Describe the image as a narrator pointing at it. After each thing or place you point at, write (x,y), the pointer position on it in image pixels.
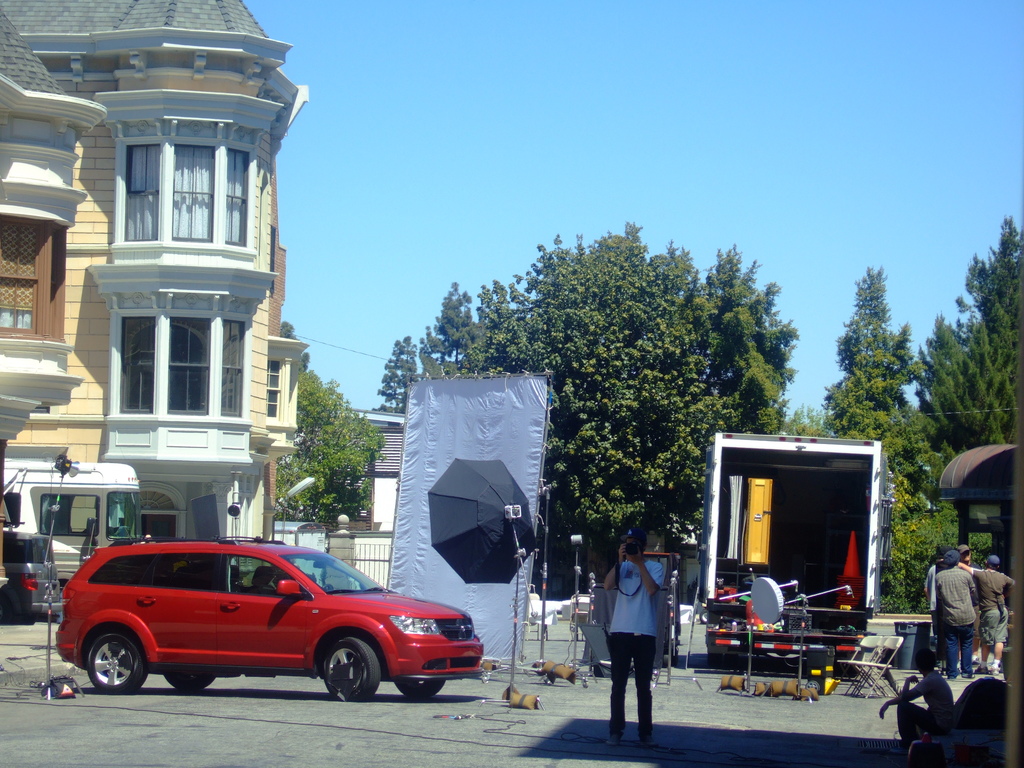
In the picture we can see a red color car (106,684) is on the road (439,721) and we can see this person (641,619) wearing white color T-shirt (630,612) is holding the camera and standing on the road (612,762). Here we can see an umbrella (508,479), a truck (851,652) in which few objects (719,594) are placed, we can see some stands (540,695), chairs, a table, a few people (965,646) are standing on the right side of the image (987,574) and a person (942,706) is sitting here. In the background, we can see a few more vehicles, we can see the fence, buildings (221,367), trees (304,433) and the blue color sky (508,239).
